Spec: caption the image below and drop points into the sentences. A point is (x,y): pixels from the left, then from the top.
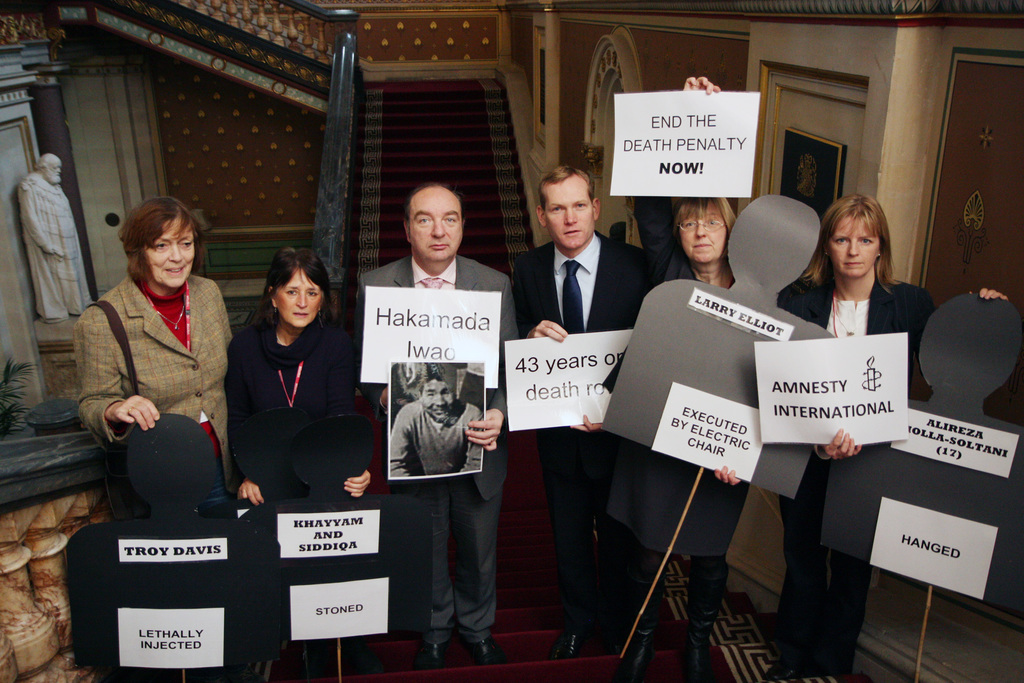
In this picture we can see group of people (574,236), they are holding papers (441,392) and placards (742,175), in the background (5,416) we can see a plant (1,404) and a statue (20,207), and also we can see a frame (819,149) on the wall (853,173).
